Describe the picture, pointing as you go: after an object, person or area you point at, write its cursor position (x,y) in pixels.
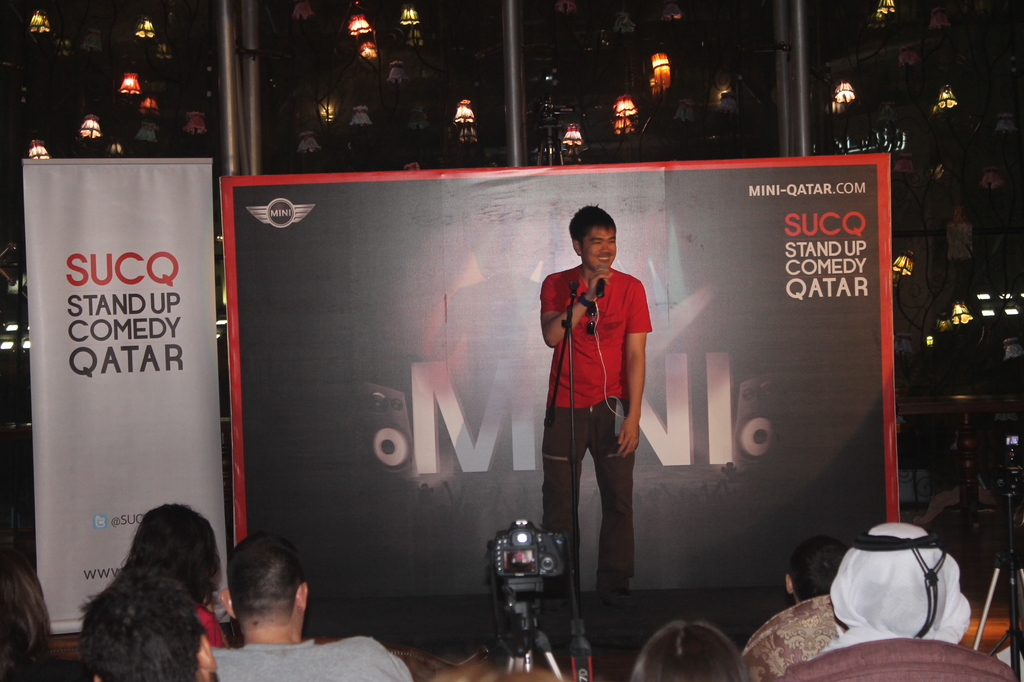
In this image we can see a person (609,529) wearing red shirt (605,362) and brown pant (607,426) is holding a microphone (600,282) in his hand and standing on a stage (422,602). In the foreground (575,587) we can see a camera (546,555) placed on the stand (517,642) and group of people (265,641) sitting on chairs (864,647). In the background (893,372) we can see a banner (278,266) and group of lights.
